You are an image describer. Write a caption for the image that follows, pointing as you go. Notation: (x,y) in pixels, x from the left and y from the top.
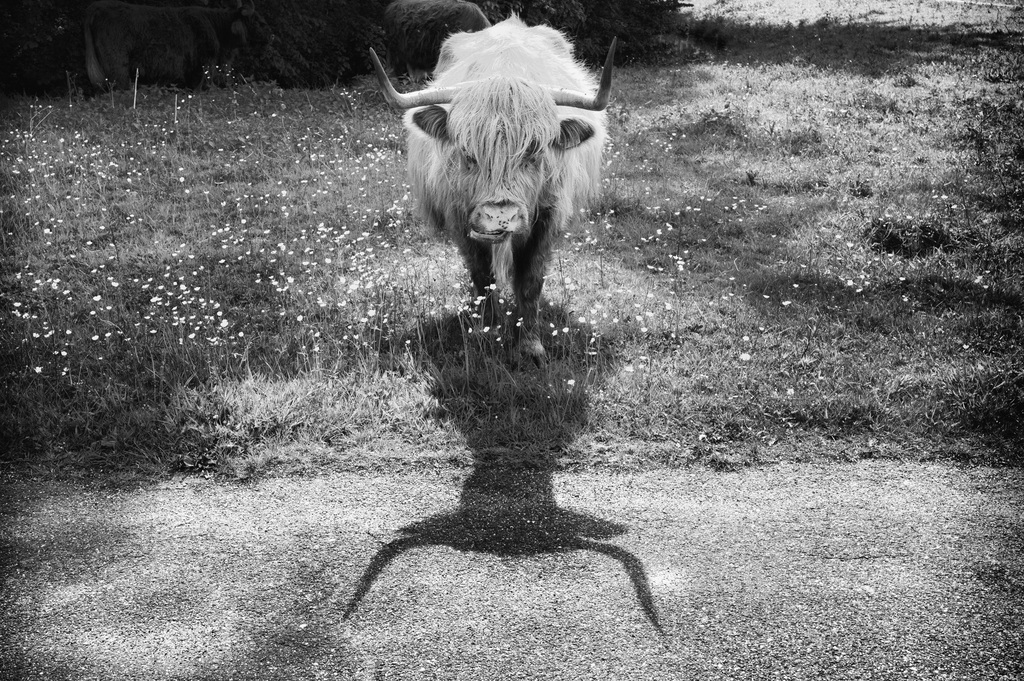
This is a black and white picture, we can see an animal (574,154) on the ground (280,317), there is some grass (213,259) with flowers (221,204) on it, also we can see some trees (358,25).
